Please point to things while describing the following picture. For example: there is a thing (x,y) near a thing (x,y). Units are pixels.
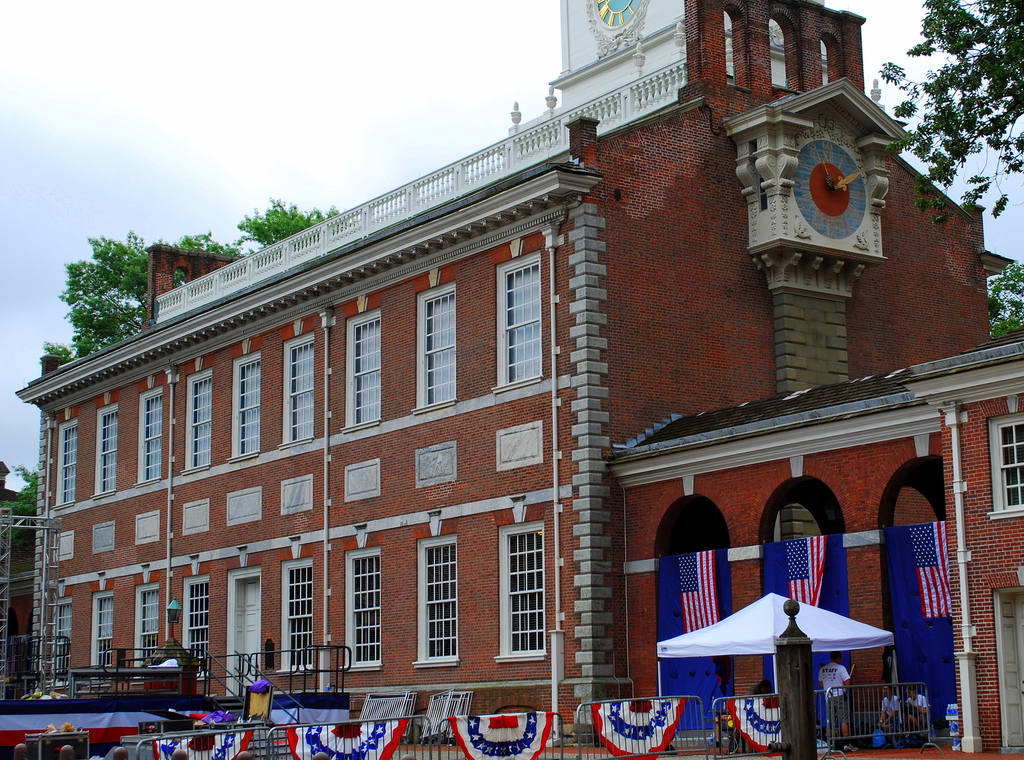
In this image I can see a building (783,318) and in the front of it I can see few flags (945,532), railings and few people (889,685). I can also see few trees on the both sides of the image and in the background (218,217) I can see the sky (208,141). On the right side of the image (869,168) I can see a clock (842,139) on the building's wall (797,152).
